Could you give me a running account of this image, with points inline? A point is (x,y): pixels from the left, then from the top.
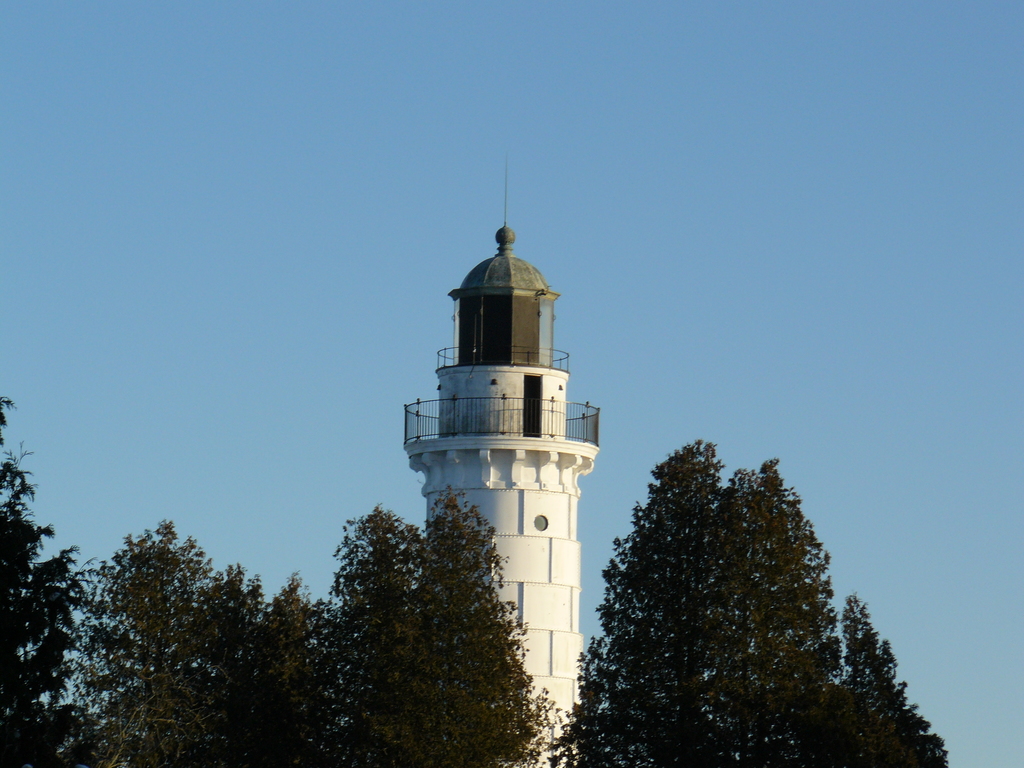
In this image there are trees (309,696) to the bottom (362,709). In the center (498,471) there is a tower (502,486). At the top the tower (466,395) there is a railing (527,422). At the top (302,110) there is the sky (487,108).
